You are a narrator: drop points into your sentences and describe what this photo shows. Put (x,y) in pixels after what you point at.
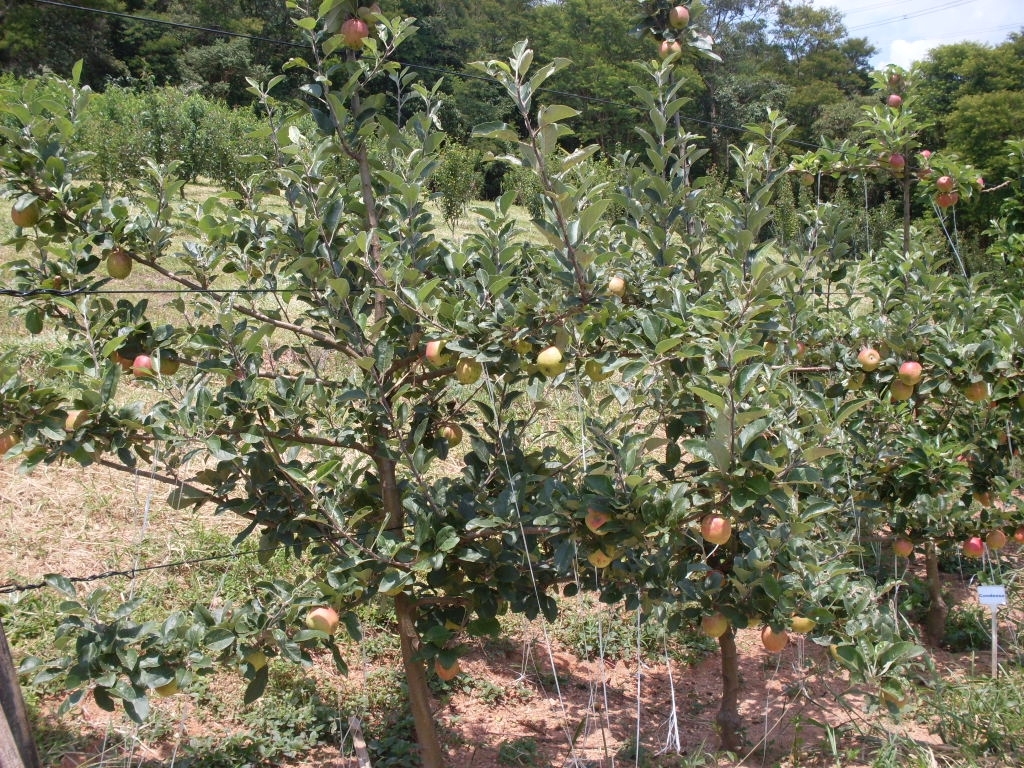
In this image we can see the trees (591,430) with fruits (472,363). In the background (902,60), we can see the trees (790,69) and the sky (923,36).
